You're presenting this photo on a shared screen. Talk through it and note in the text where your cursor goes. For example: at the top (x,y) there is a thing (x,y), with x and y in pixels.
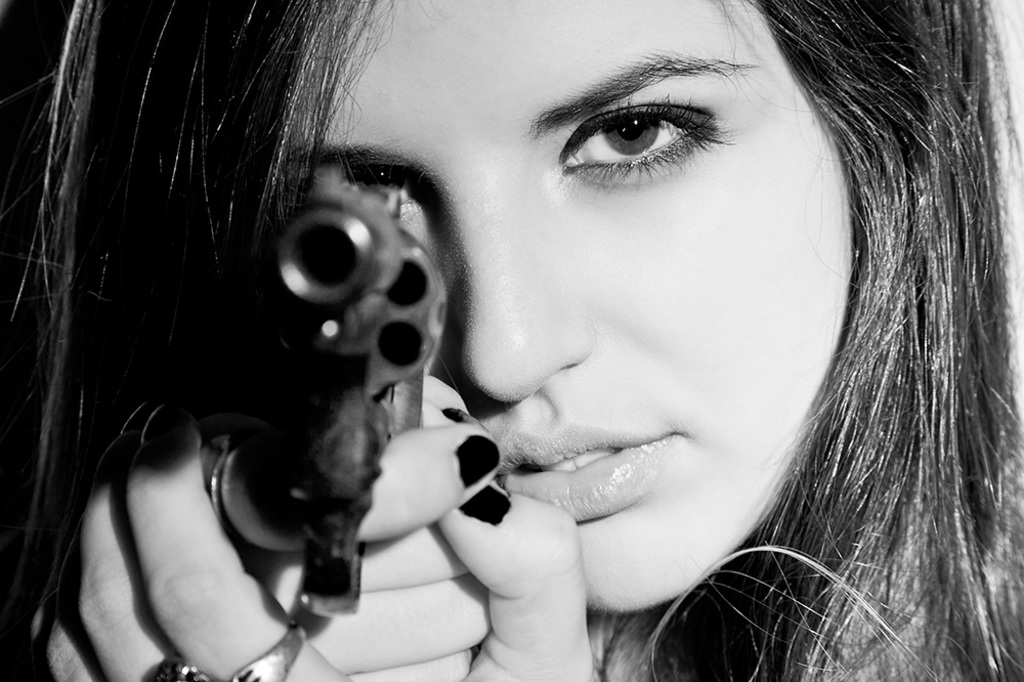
This is a black and white picture, we can see a woman (536,475) is holding a gun (393,360).
